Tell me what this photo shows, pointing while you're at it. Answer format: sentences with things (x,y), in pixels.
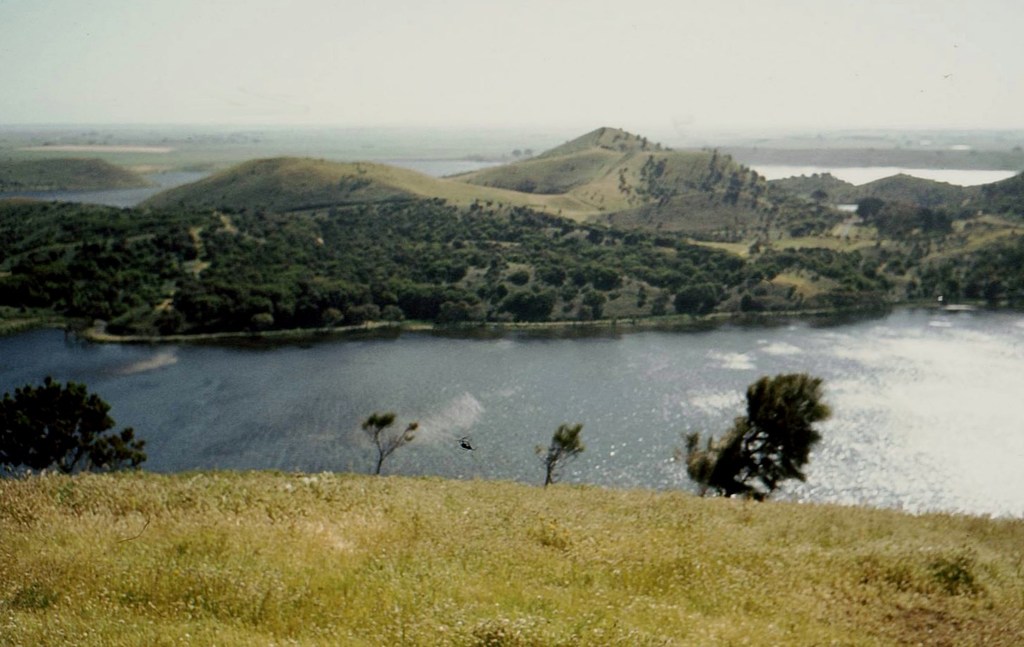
In this image I can see grass (910,560) and trees (39,275) in green color, background (621,397) I can see water (679,418) and the sky (566,70) is in white color.
